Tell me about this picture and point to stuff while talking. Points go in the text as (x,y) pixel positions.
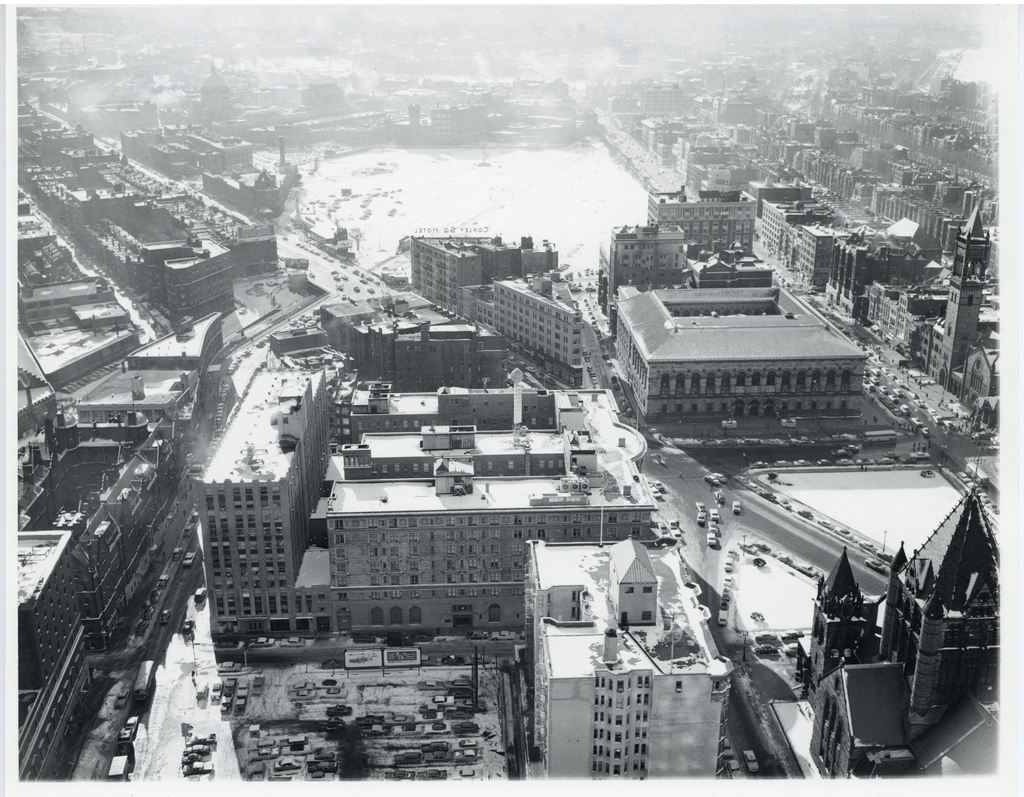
In this image we can see a black and white picture of group of building (532,435) with windows (506,552) and roofs (586,654), a group of vehicles (299,762) is parked on the ground (356,740). To the right side of the image (976,730) we can see building (932,622) with a tower (968,315).
